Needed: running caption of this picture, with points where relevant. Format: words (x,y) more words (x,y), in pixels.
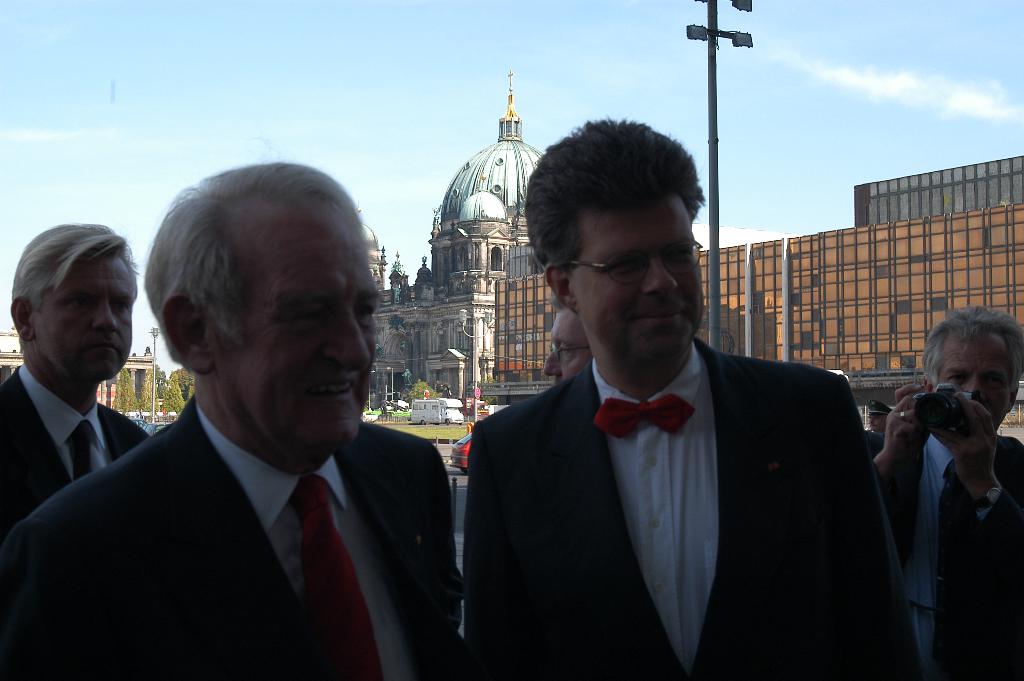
In this image I can see number of persons (293,499) wearing shirts (270,479), ties (306,512) and blazers (251,540) are standing and I can see a person (929,441) is holding a camera (929,420). In the background (505,277) I can see few buildings (801,333), few trees (417,397), few poles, few lights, a vehicle (432,411) and the sky (885,82).
